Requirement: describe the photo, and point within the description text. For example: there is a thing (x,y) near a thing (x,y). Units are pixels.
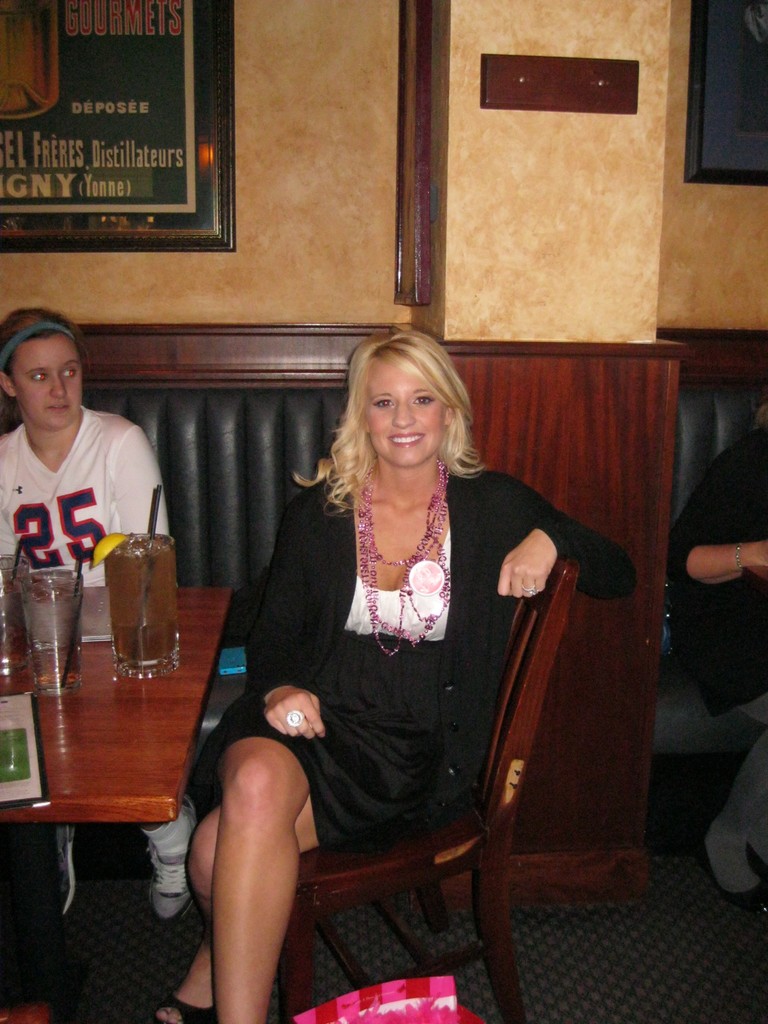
This picture shows an inner view of a building (260,257). Two frames (231,218) hanging on a wall (218,263) and one object (568,100) hanging on a wall (505,135). There are two sofas (238,465), one chair (526,631), one carpet (661,962) on the surface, some objects (421,1003) on the surface (78,761) and three women's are sitting.
